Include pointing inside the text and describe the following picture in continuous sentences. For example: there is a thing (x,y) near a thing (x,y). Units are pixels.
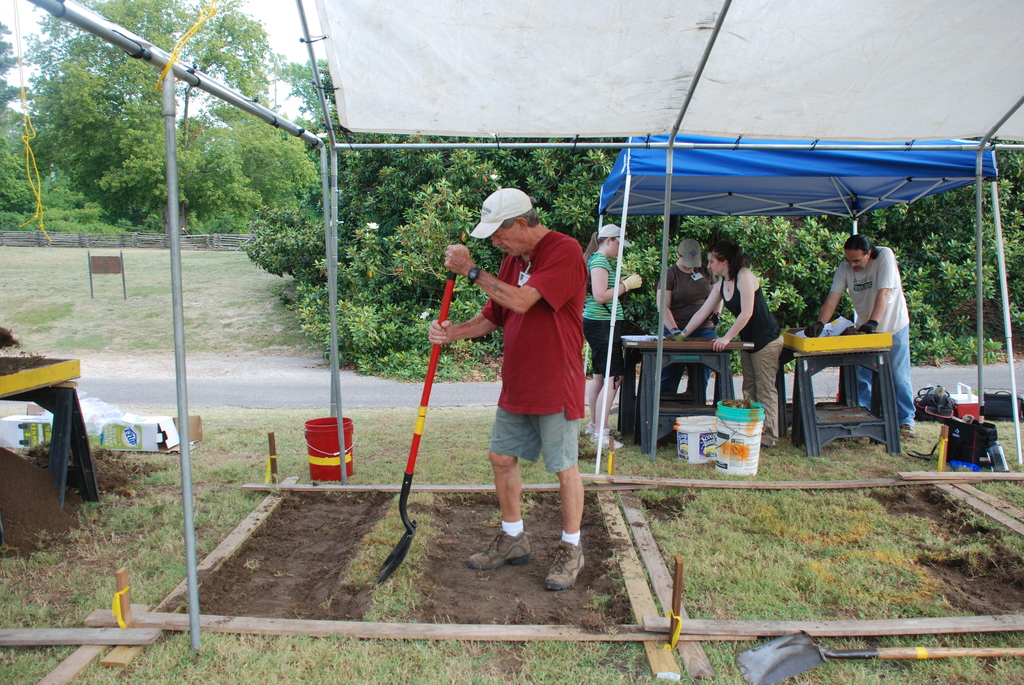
In this picture I can see trees (239,140) in the background (239,140). I can see green grass (139,530). I can see a person (488,306) holding the metal object (425,414) on the left side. I can see a few people (680,290) standing on the right side (704,319). I can see the tents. I can see the road (437,378). I can see the tables (706,409). I can see wooden fence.
